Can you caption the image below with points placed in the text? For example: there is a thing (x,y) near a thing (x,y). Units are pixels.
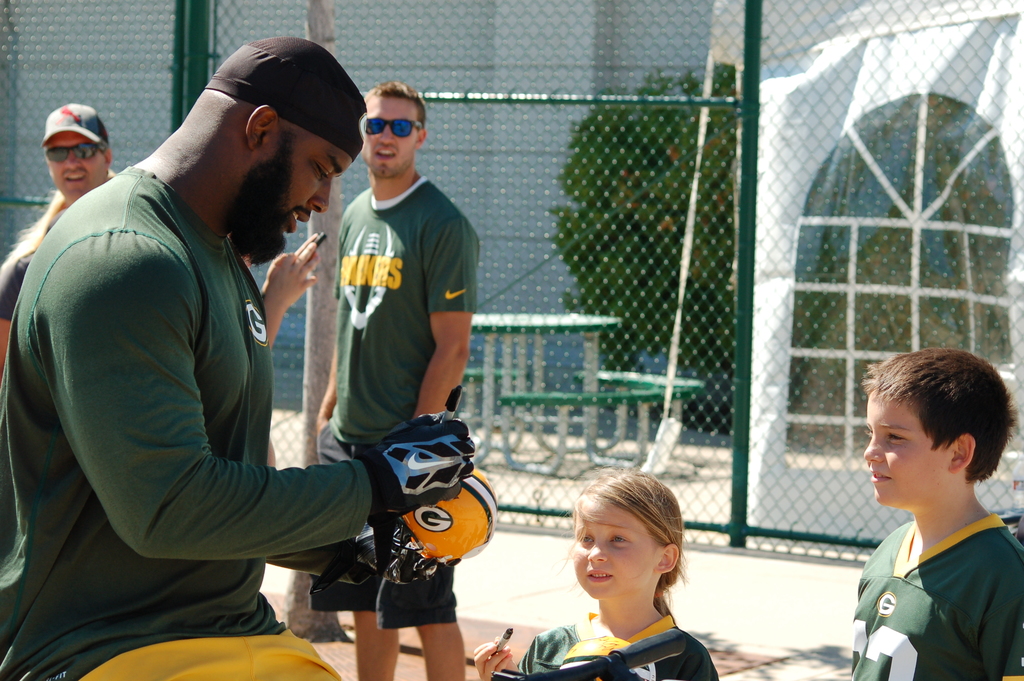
In this image there is a man (314,476) holding an object (420,530). We can also see two children (689,638). In the background (69,148) there are two men (411,187) with glasses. Image also consists of a green color fence (777,225) and behind the fence (682,241) we can see a table (515,315) with benches (621,403). Tree (716,179) is also visible in this image.
